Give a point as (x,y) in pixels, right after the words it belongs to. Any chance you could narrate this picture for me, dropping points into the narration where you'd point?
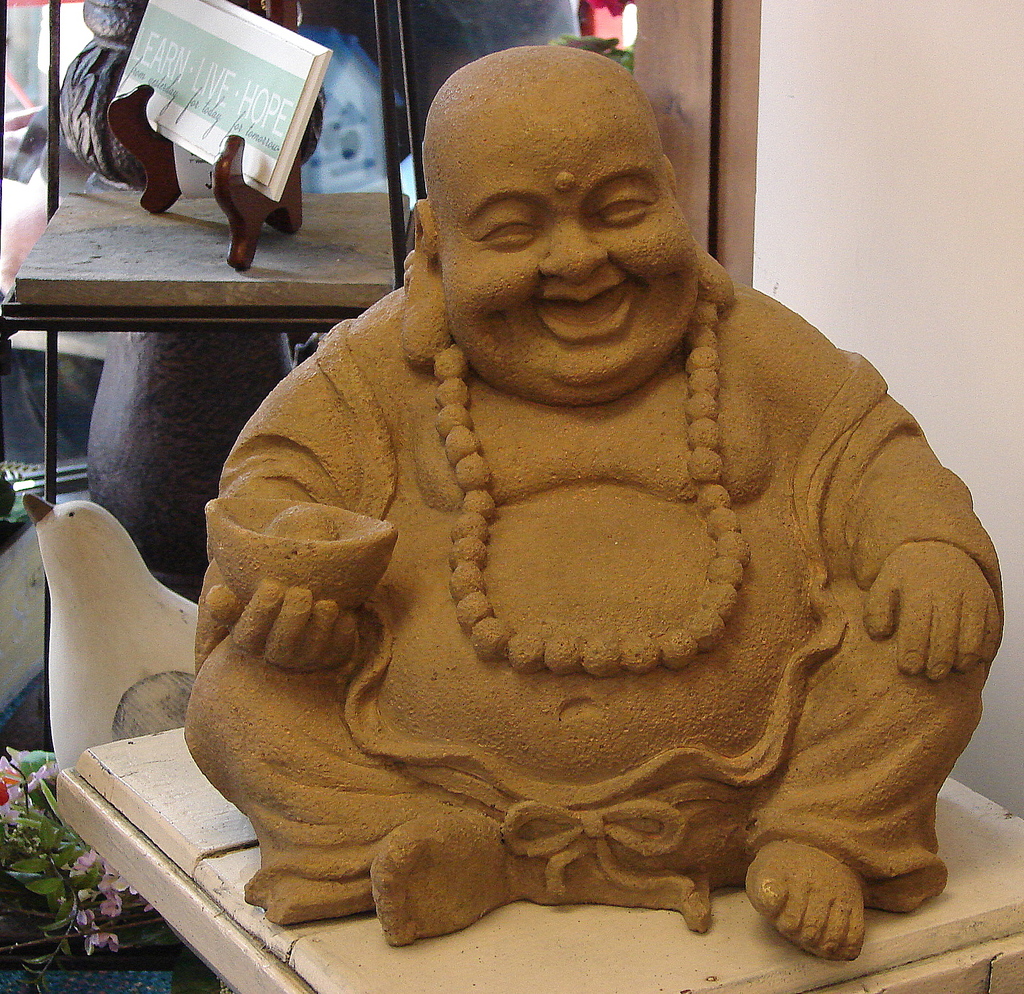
In this image in the center (380,495) there is a statue (524,547). In the background (213,96) there is a book (208,124) and there is white colour object (106,647).
